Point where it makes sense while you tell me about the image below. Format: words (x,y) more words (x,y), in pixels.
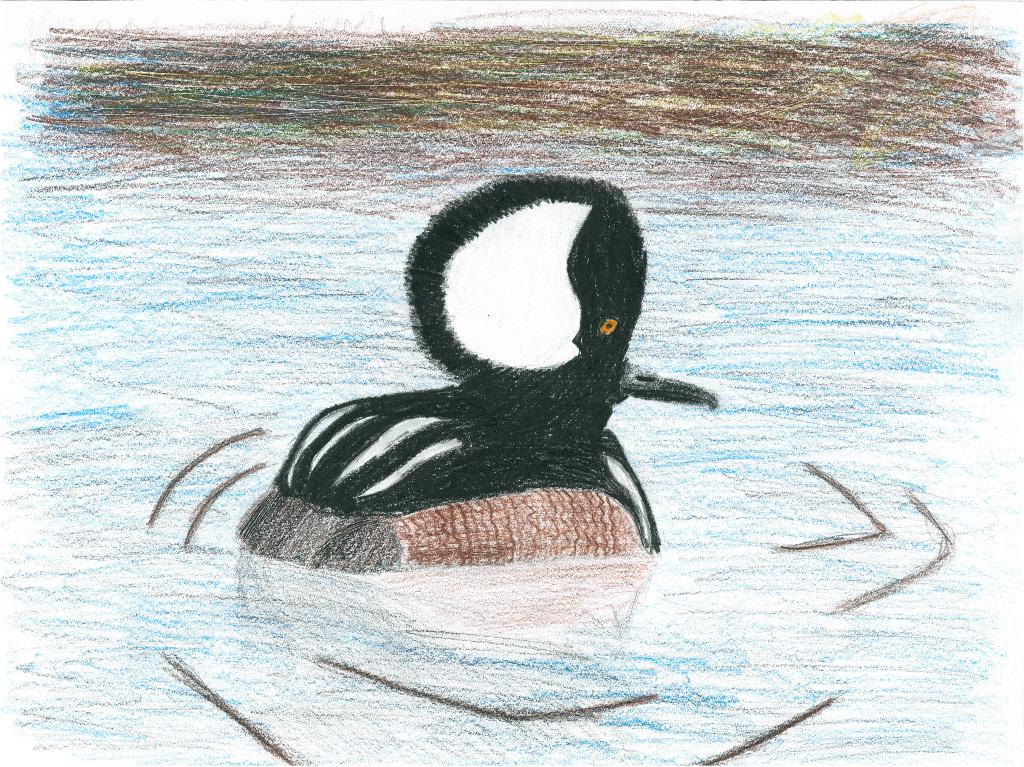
In this image there is a painting (594,531) of an animal (583,545) in the water (422,578).
